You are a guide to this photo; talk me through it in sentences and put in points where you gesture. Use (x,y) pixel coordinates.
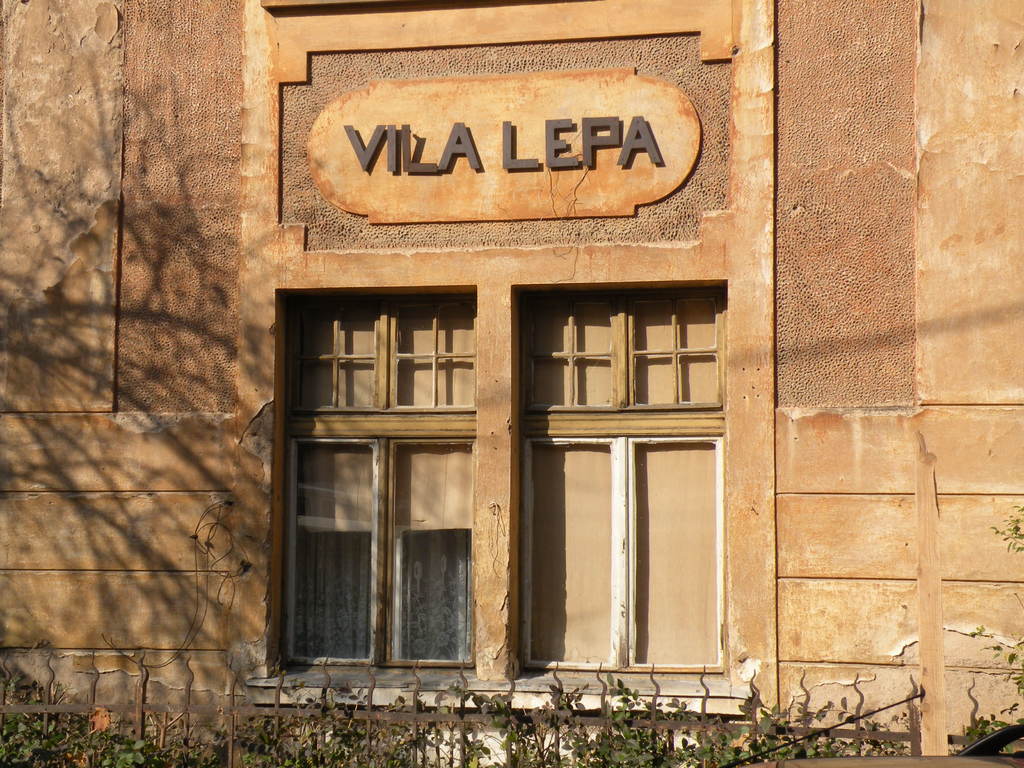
In this image I can see the building (266,255) with windows (577,502). And there is a name (509,158) written on the building (574,189). In-front of the building (729,689) I can see the plants (35,761).
